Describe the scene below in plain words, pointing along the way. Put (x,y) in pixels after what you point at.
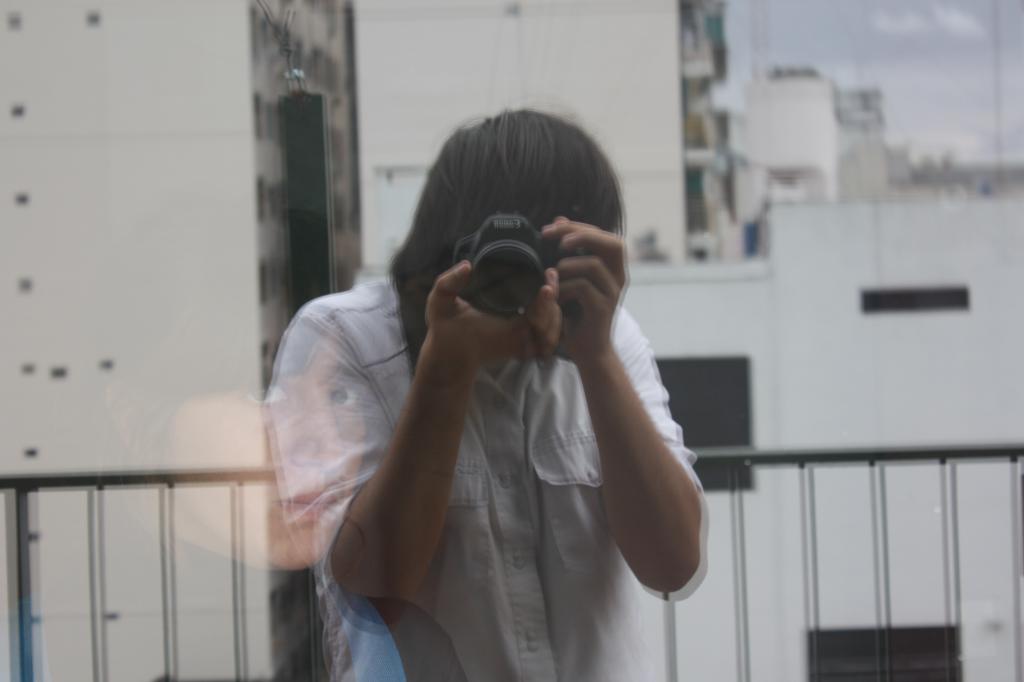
In this image we can see there is a person (498,332) standing and holding a camera (539,245). And there is a reflection image (302,491) of the other person (324,427). And at the back (944,466) there is a fence (943,552). And there are buildings (346,156) and a sky (898,77).
